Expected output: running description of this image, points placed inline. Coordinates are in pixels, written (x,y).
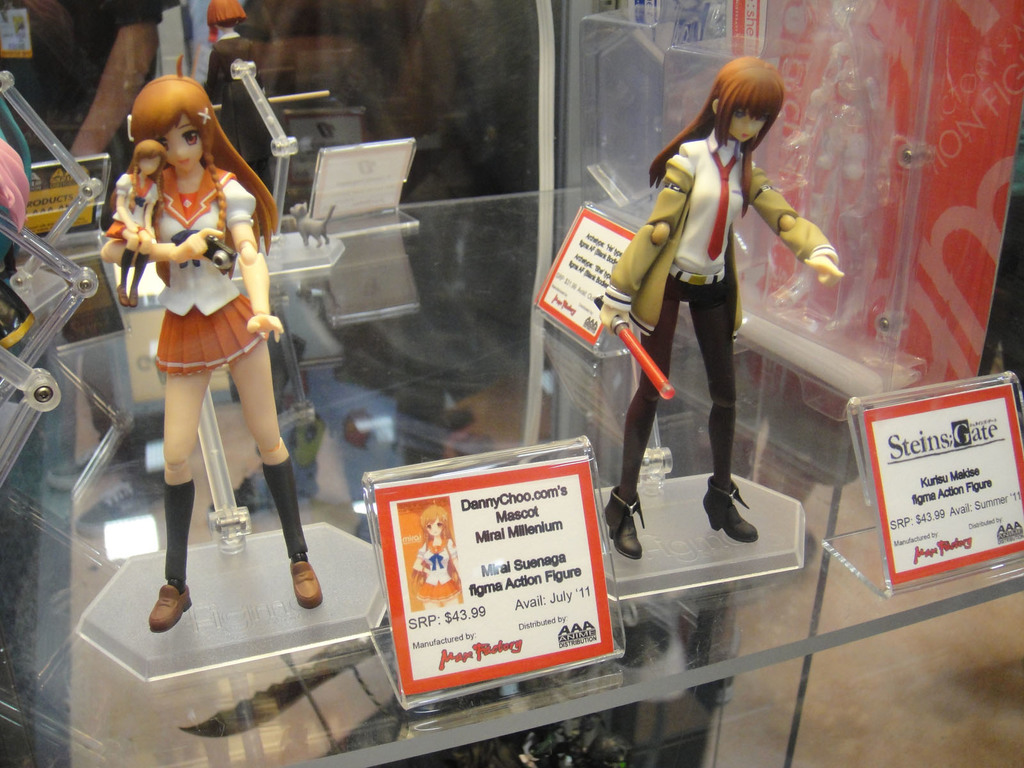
In this image I can see the toys (652,312) on the glass table (278,661). I can also see the boards (558,547) with some text (488,585) written on it. In the background (109,106), I can see a person (117,35).
